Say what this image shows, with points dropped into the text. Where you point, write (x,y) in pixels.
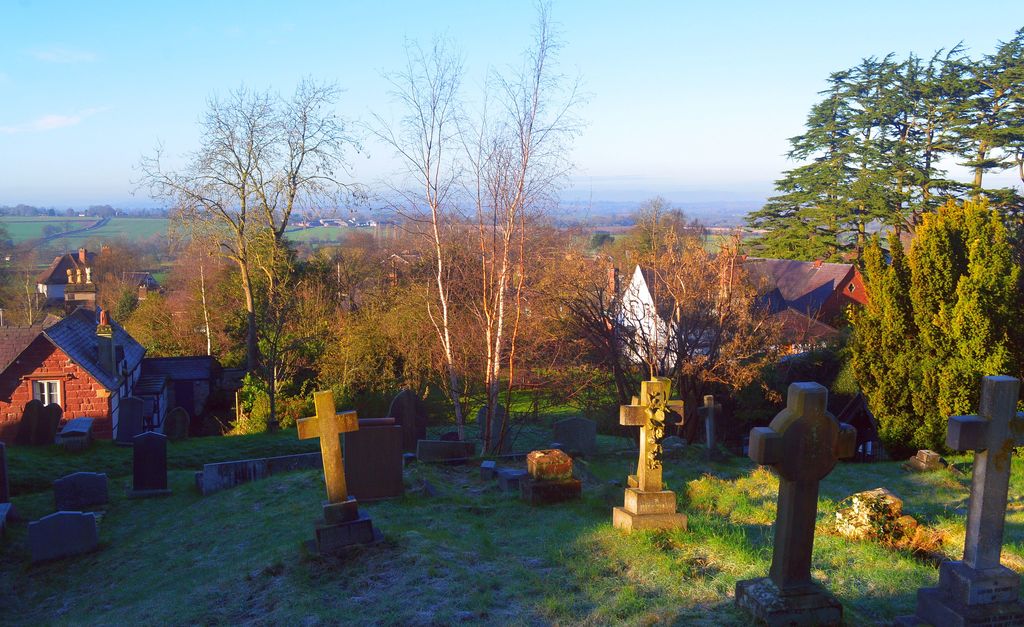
In this picture we can see few graves (561,449), trees (356,303), grass (139,538) and houses (54,347).
